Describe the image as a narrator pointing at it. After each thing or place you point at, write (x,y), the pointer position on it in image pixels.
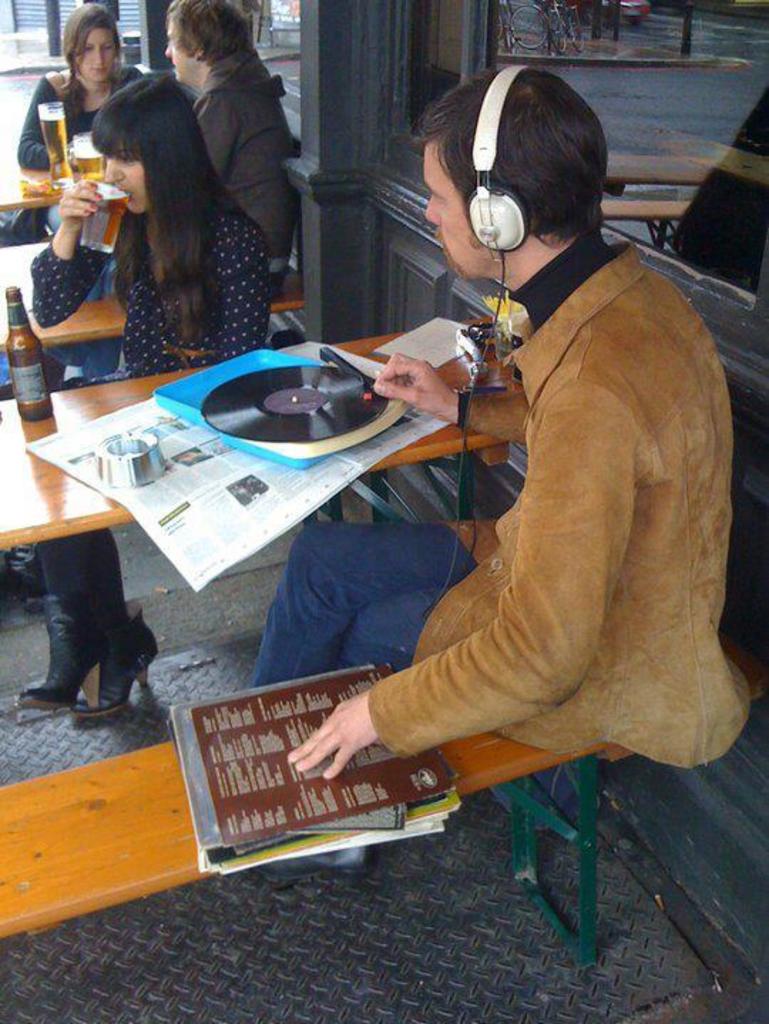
This image is clicked in a restaurant (435,854). There are four people (97,132) in this image. In the right (556,507), the man (556,549) is wearing brown jacket (706,405). And also wearing headset (474,230). In the middle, the woman (168,177) is drinking beer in a glass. In the background (302,34), there is a wall (397,69) and pillar (331,39) along with glass (686,187).
